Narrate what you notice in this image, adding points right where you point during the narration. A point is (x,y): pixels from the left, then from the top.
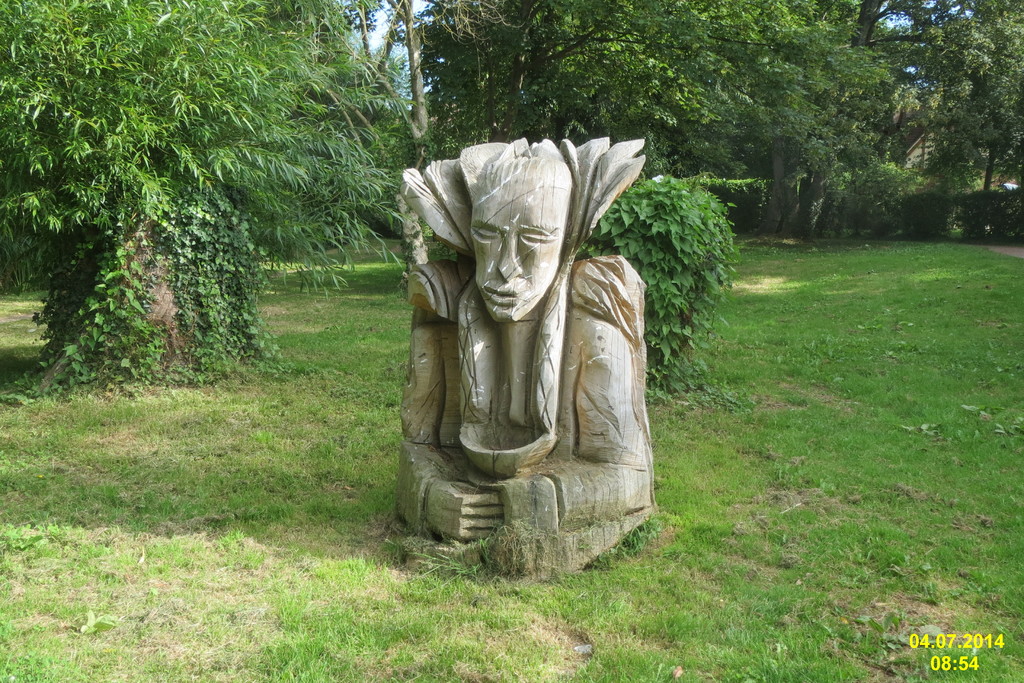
In this picture we can see there is a sculpture (520,476) and behind the sculpture (534,534) there are trees (536,62), grass (296,461) and a sky (380,9). On the image there is a watermark (939,646).
